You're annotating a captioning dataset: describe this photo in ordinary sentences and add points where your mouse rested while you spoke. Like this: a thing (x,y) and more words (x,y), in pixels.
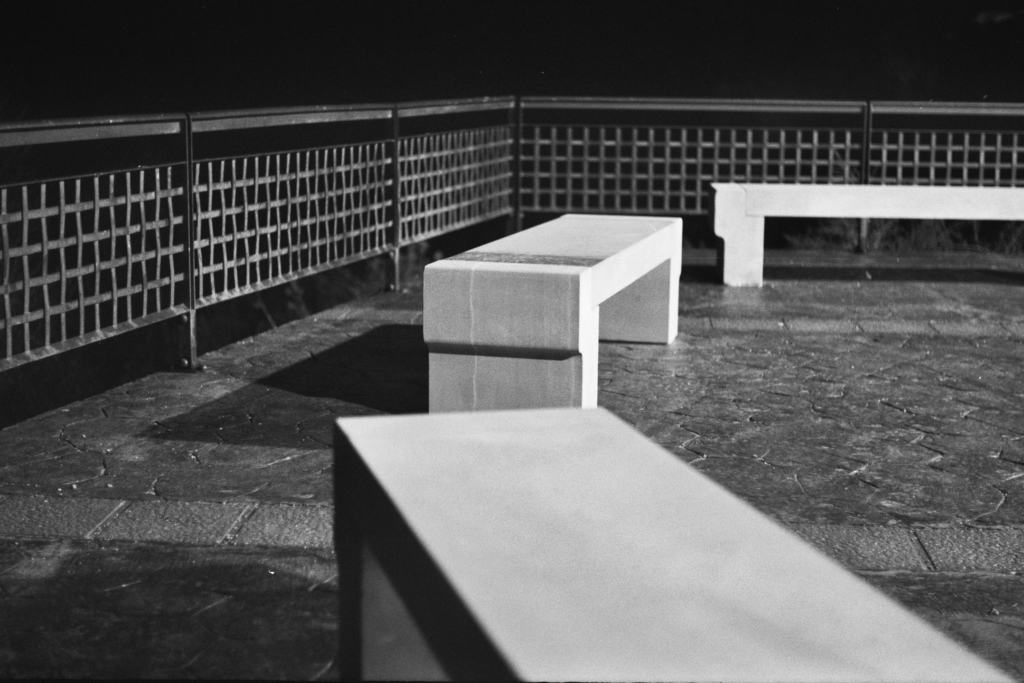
In this image there are few concrete benches (583,280) on the surface (756,377), behind the benches (547,240) there is a closed metal fencing (223,190).
